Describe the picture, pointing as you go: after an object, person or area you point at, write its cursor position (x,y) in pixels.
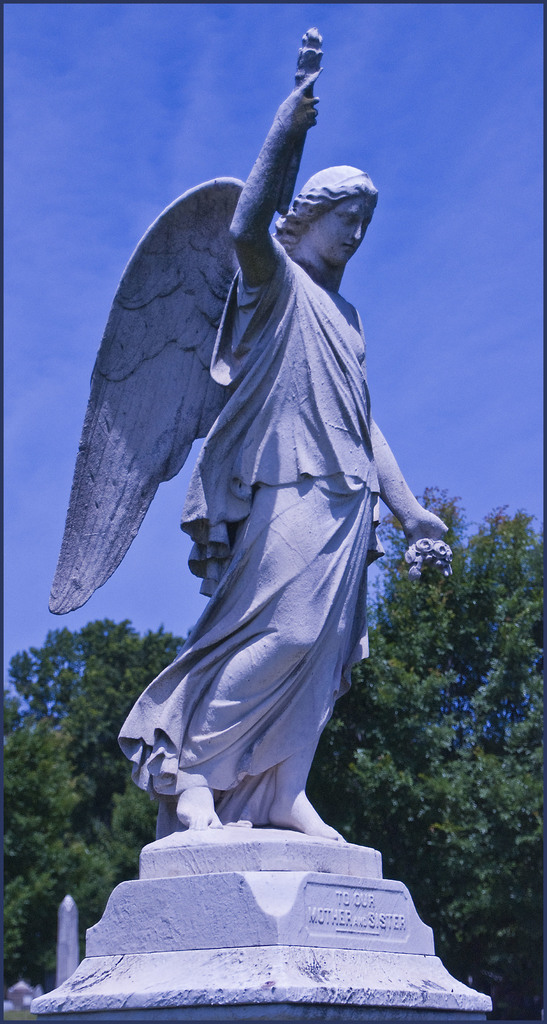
In this picture I can see there is a statue (353,599), it is standing and it has wings (204,364). In the backdrop (129,552) I can see there are trees (435,631) and the sky (396,87) is clear.
